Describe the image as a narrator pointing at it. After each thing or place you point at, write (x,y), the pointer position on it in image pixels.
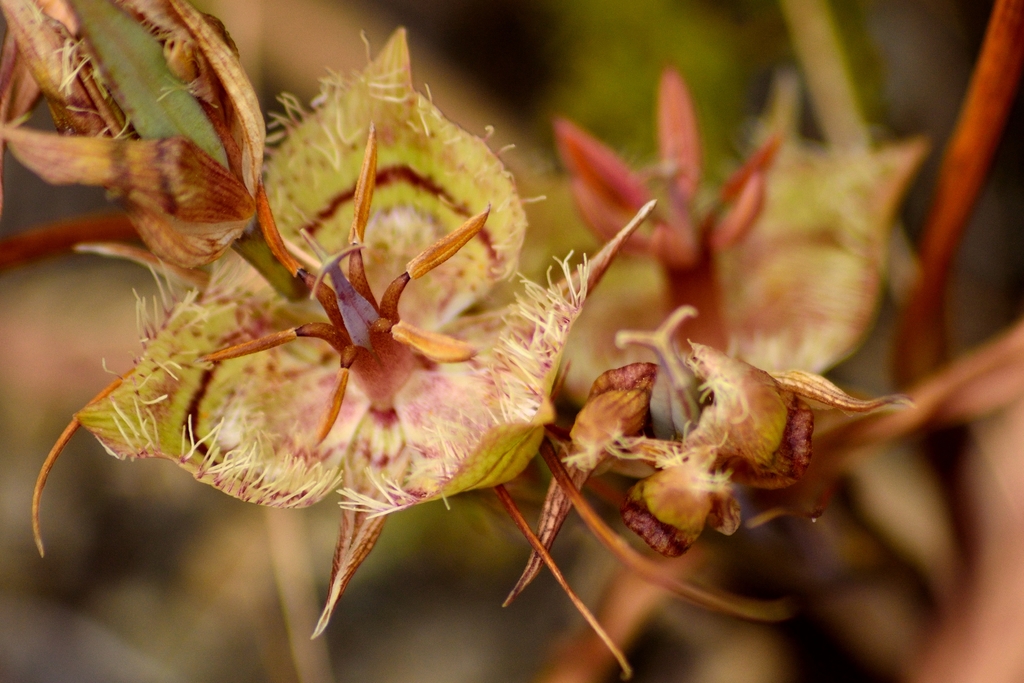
In this picture i can see many flowers (267,393) and buds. In the background (462,626) i can see the blur.
